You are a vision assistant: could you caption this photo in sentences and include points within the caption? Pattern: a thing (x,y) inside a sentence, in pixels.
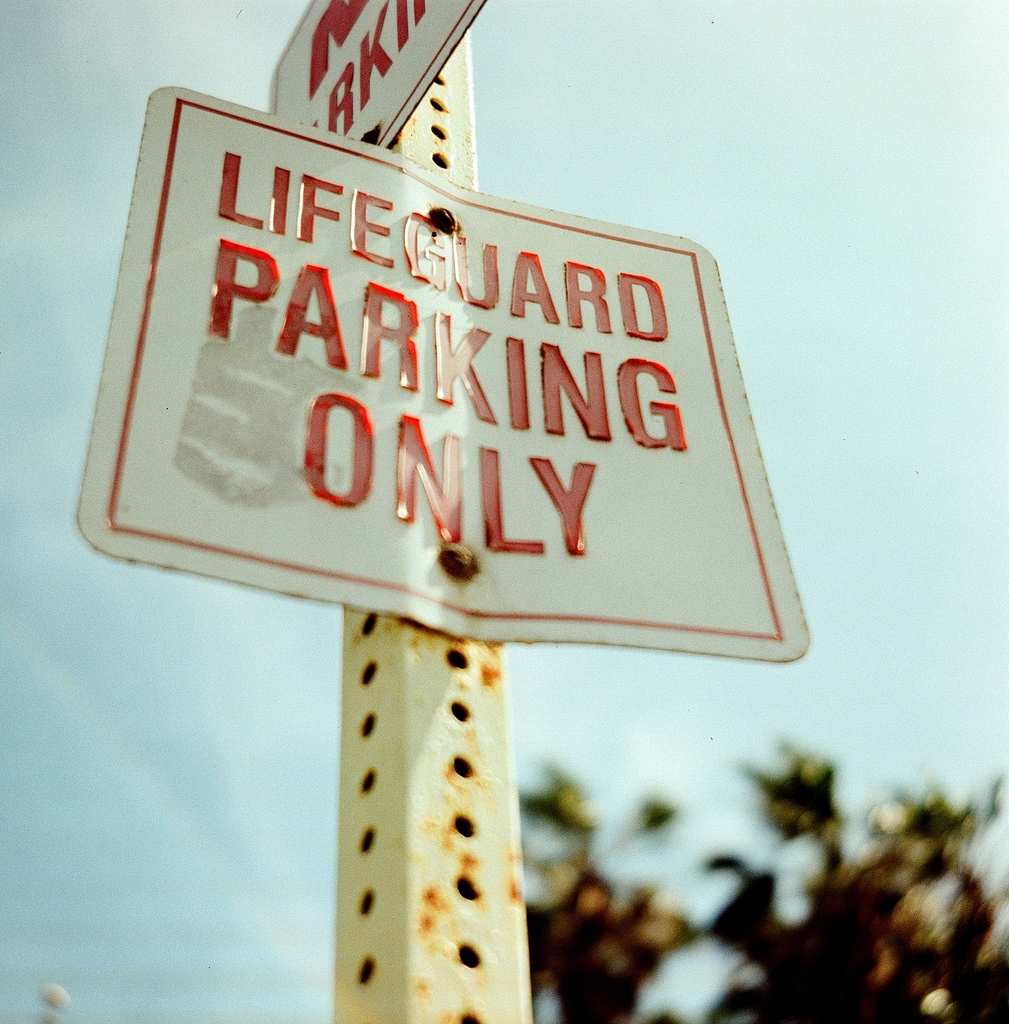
This picture is clicked outside. In the center (433,553) we can see the text (382,224) on the boards (429,449) and the boards (420,612) are attached to the metal rod (448,859). In the background (816,720) we can see the sky (883,582) and the trees (546,933).
